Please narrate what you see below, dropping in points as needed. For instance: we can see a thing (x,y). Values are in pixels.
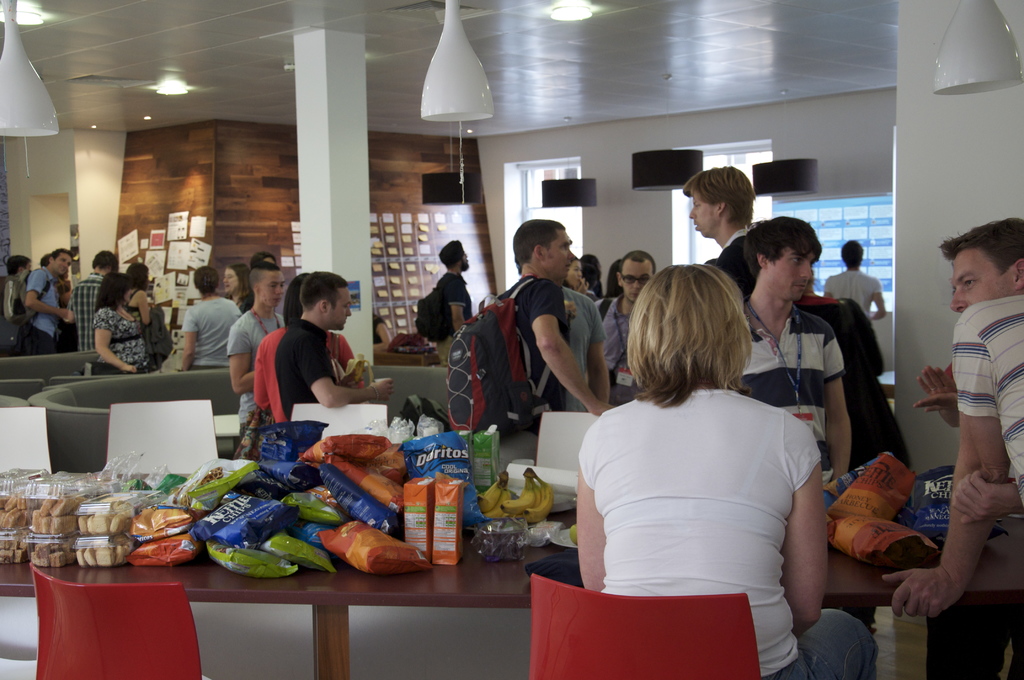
This is a picture taken inside view of a building (107,129) and there are the food items (55,494) kept on the table (311,577). And there are the papers (183,257) attached to the wall (151,145) And there are the lights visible on the left corner (145,116).
